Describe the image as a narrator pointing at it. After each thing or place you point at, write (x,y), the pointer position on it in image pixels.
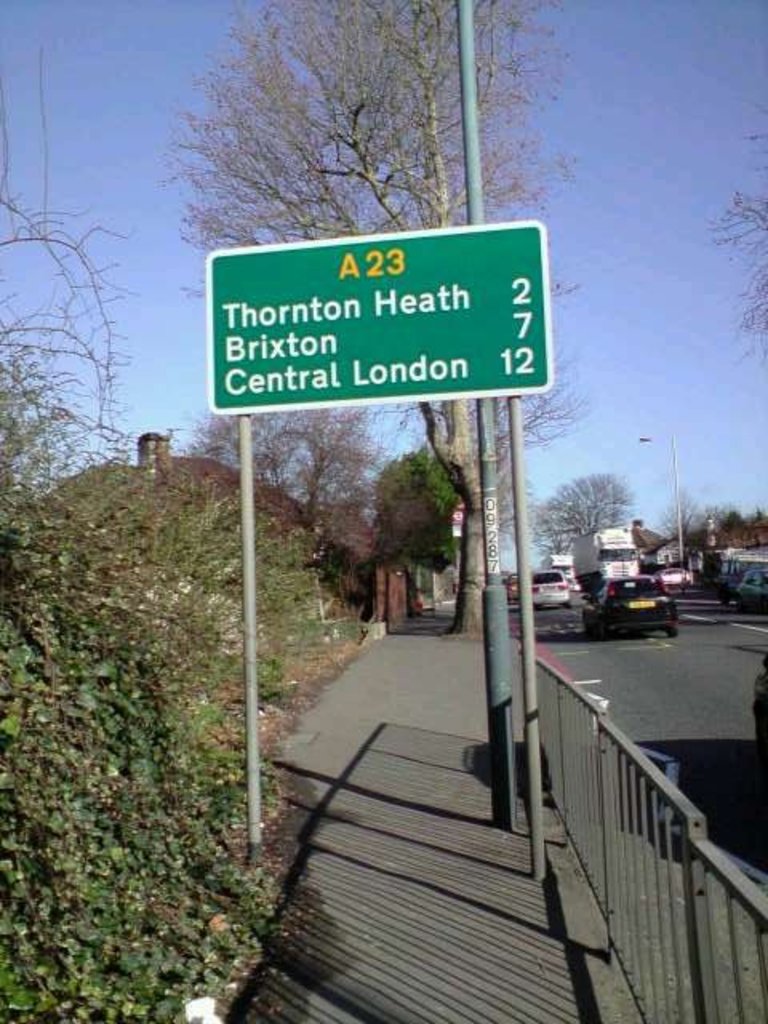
In this picture we can see a name board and a fence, beside the fence (617,896) we can see vehicles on the road (689,760), here we can see houses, trees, poles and some objects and we can see sky (673,79) in the background (664,76).
